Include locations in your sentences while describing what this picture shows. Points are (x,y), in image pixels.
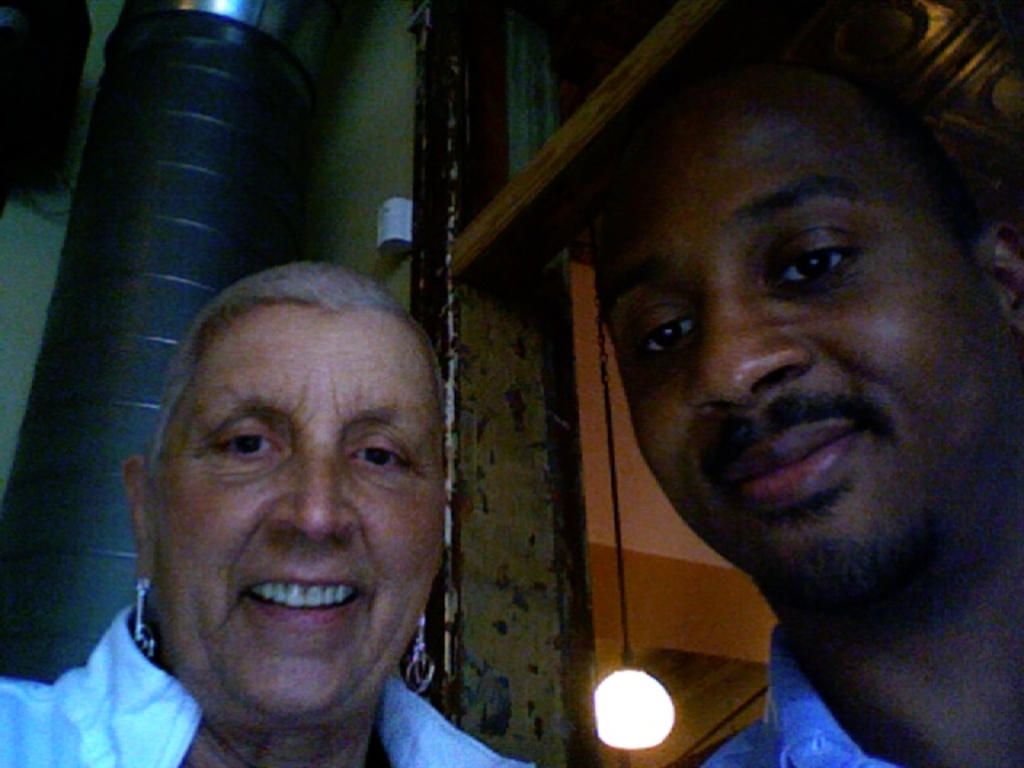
In this image in the foreground (308,654) there are two people (945,297) who are smiling, and in the background (628,654) there is a light (637,687), chain (626,641) and some object (279,81), wall (341,105) and wooden sticks (527,207) and some objects (57,40).
